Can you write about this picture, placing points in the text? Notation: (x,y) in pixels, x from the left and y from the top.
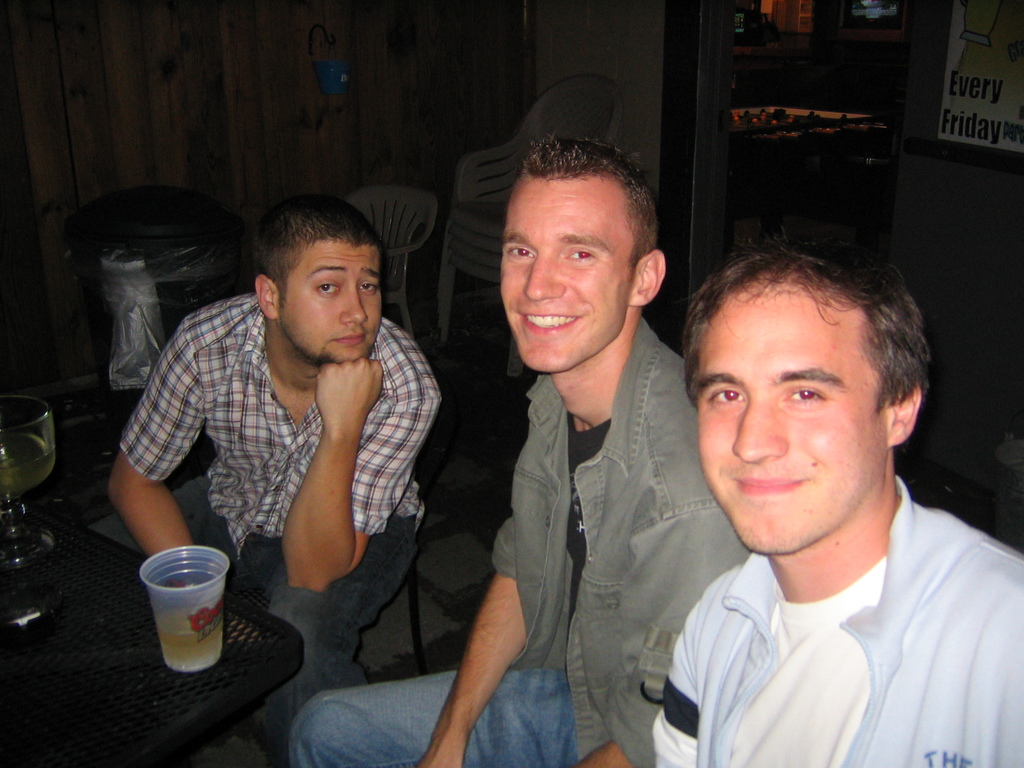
Here we can see three people (621,387). These two people (621,413) are smiling. On this black table (108,620) there are glasses (184,570). Back Side we can see bin (168,242) and chair (431,210). Banner (972,128) is on the wall (973,176).
